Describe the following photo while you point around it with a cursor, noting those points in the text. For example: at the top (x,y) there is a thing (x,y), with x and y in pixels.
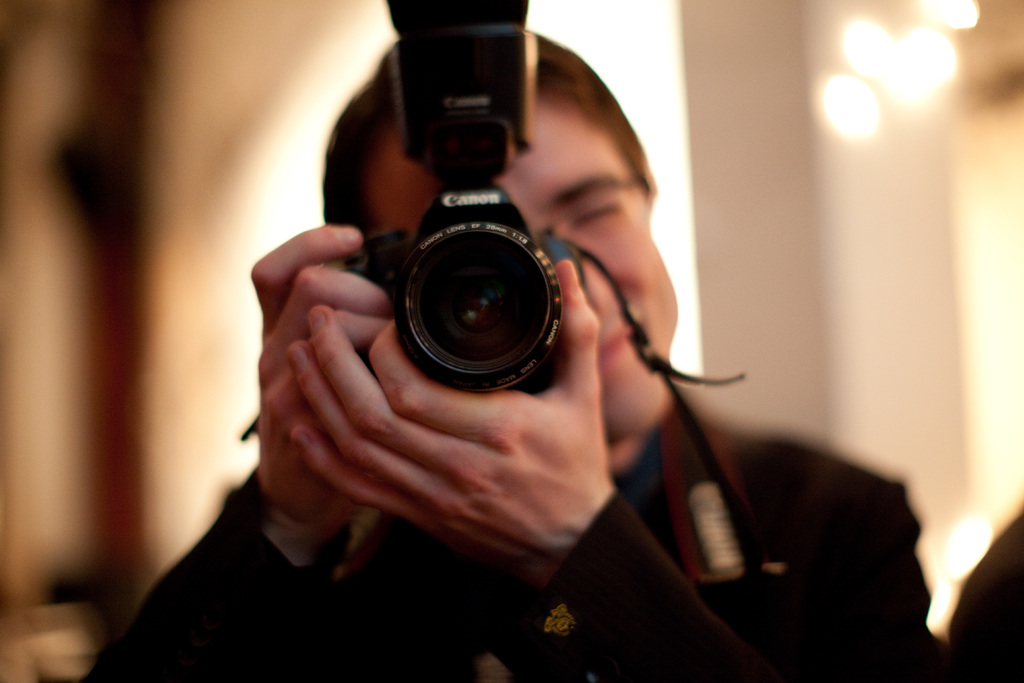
In this picture there is a man (366,417) at the center of the image (365,452) by holding a camera (429,351) in his hands (346,317) and there are lights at the right side of the image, it seems to be he is taking a photo.
